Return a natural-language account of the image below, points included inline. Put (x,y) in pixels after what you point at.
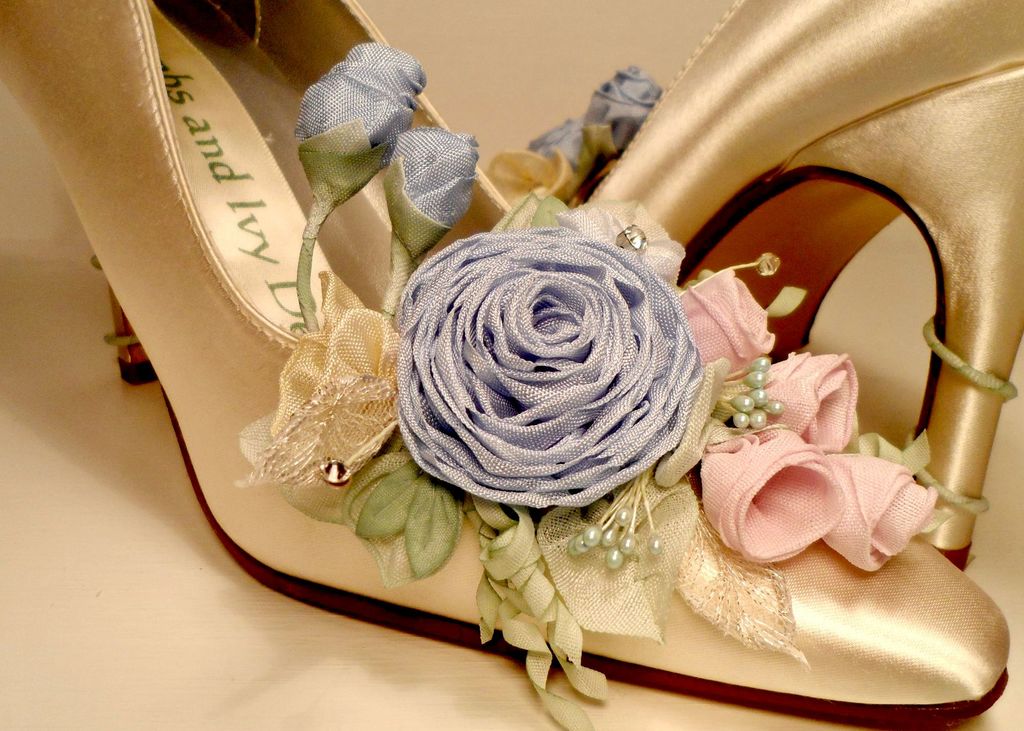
In this image we can see the pair of heels (560,372) having the floral design (838,437) and the heels (431,473) are placed on the surface (401,676).
